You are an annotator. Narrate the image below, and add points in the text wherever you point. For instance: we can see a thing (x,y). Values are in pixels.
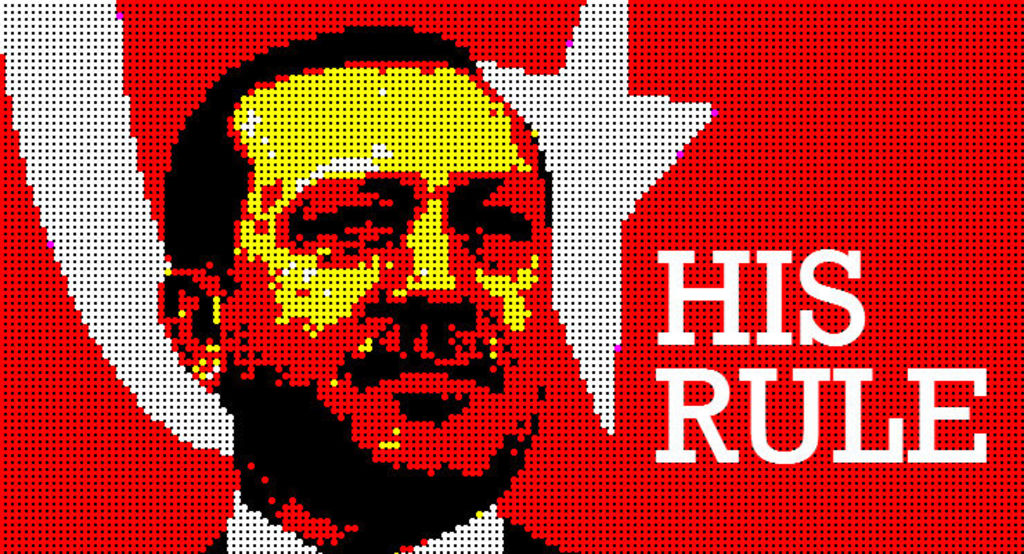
In the center of the image (479,202) there is a depiction of a person (532,332) and there is some text (722,387).
